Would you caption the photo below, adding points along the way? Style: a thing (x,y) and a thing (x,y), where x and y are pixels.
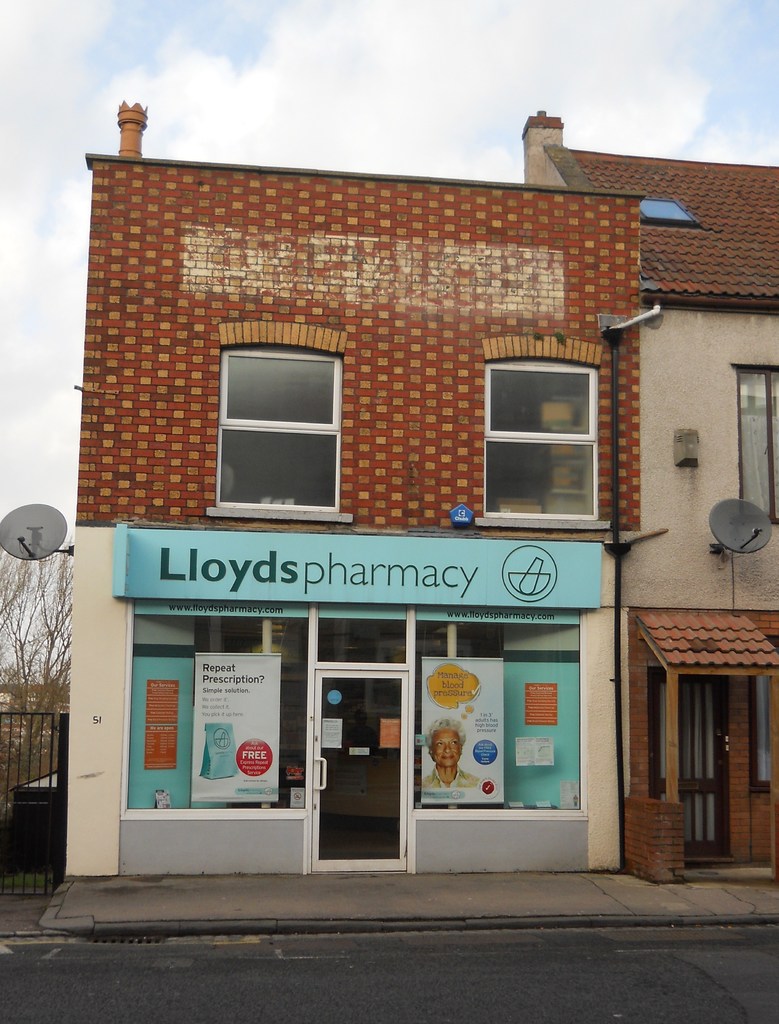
In the center of the image (448,641) there is a building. At the bottom (513,958) there is a road (436,971). On the left (45,767) there is a gate (40,712) and a tree (23,718). In the background (137,101) there is sky (436,77).
